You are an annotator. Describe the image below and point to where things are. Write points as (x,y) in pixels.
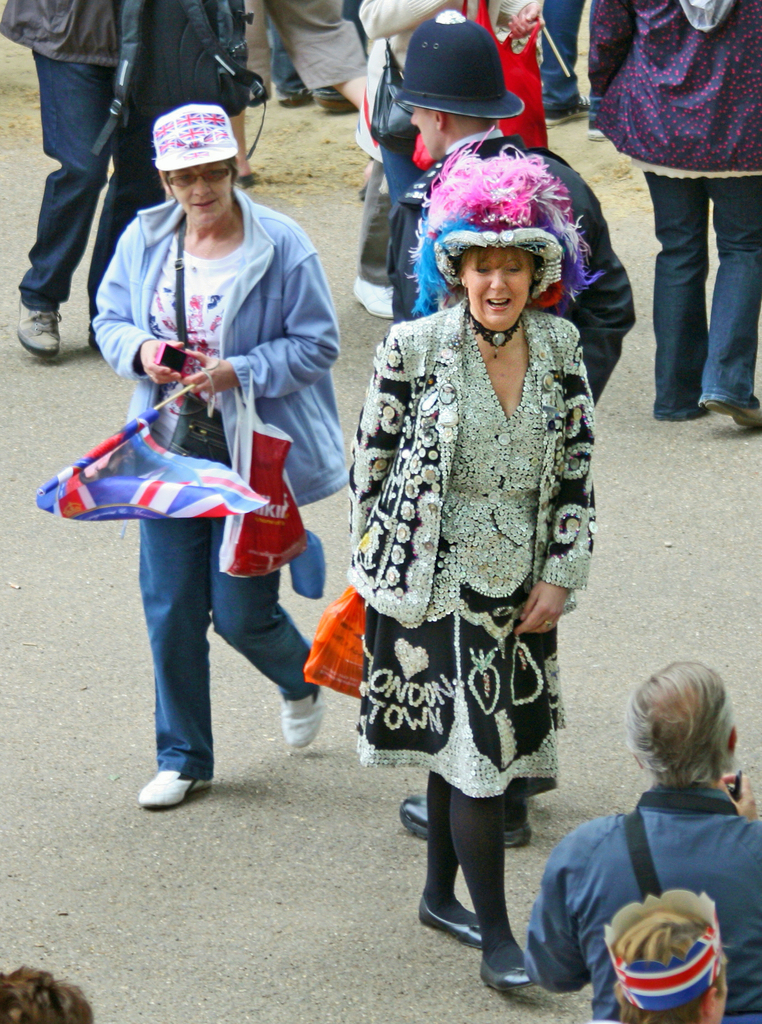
In this picture I can see group of people (324,383) are standing on the ground (627,590). Among them some are wearing caps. The woman (279,239) on the left side (129,444) is holding flag (183,474) and some other object (272,532) in the hands (229,389).
